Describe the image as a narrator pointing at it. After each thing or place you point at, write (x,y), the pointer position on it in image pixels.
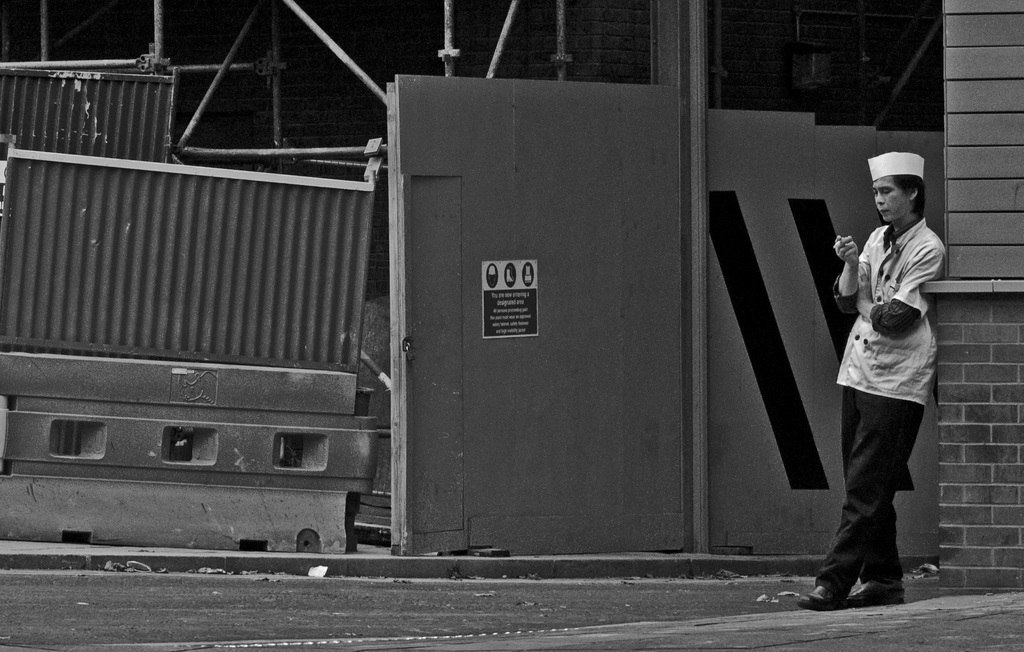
In this image, on the right side (882,437), we can see a person (888,345) standing at the wall (970,316), we can see a divider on the ground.
